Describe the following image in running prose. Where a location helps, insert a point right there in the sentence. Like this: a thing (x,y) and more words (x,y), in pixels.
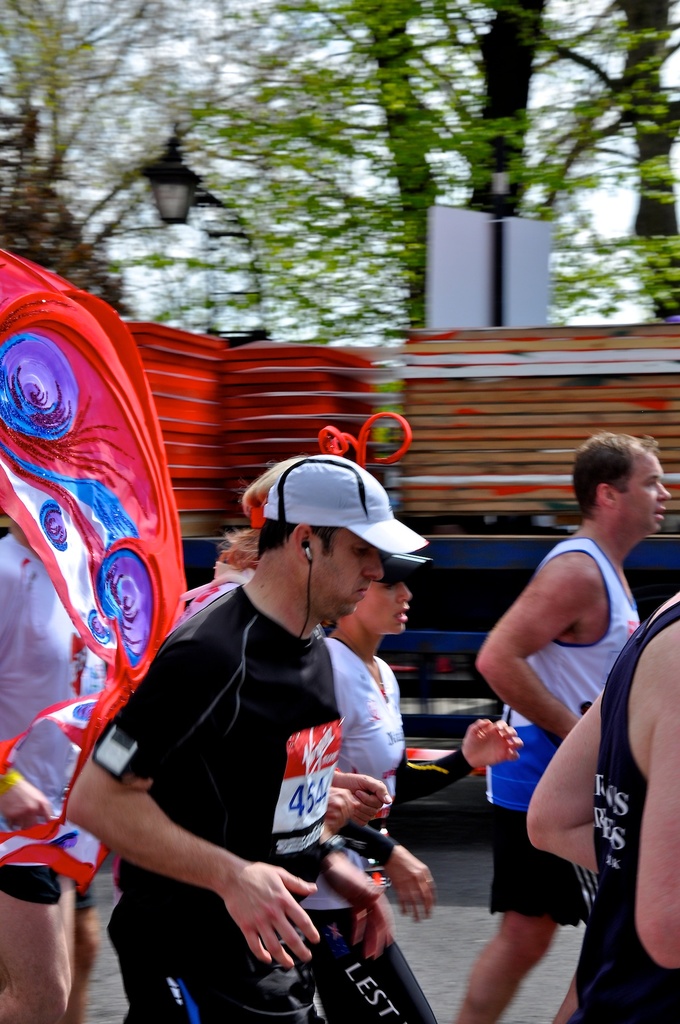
In this picture we can see people (379,886) and in the background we can see a board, light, vehicle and trees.
